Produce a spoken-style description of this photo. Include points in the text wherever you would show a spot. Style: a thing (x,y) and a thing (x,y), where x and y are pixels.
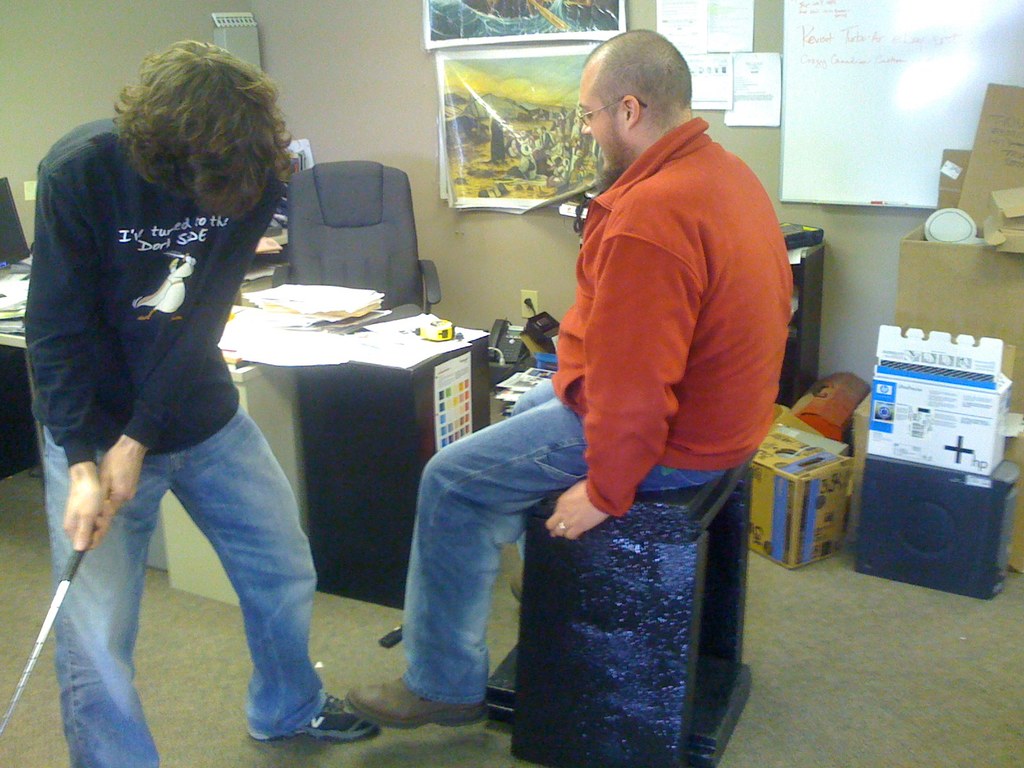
On the background (478,80) we can see posters (554,91), white board (880,119) and papers (763,58) pasted over a wall (768,127). Here we can see chair (382,178) and cardboard boxes (931,338), cpu (933,483) on the floor (866,643). On a table (408,401) we can see papers (421,318). We can see one man (669,485) sitting on the stand (717,498) here. At the left side of the picture (228,123) we can see other man (151,521) holding a golf club (78,568) in his hands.
